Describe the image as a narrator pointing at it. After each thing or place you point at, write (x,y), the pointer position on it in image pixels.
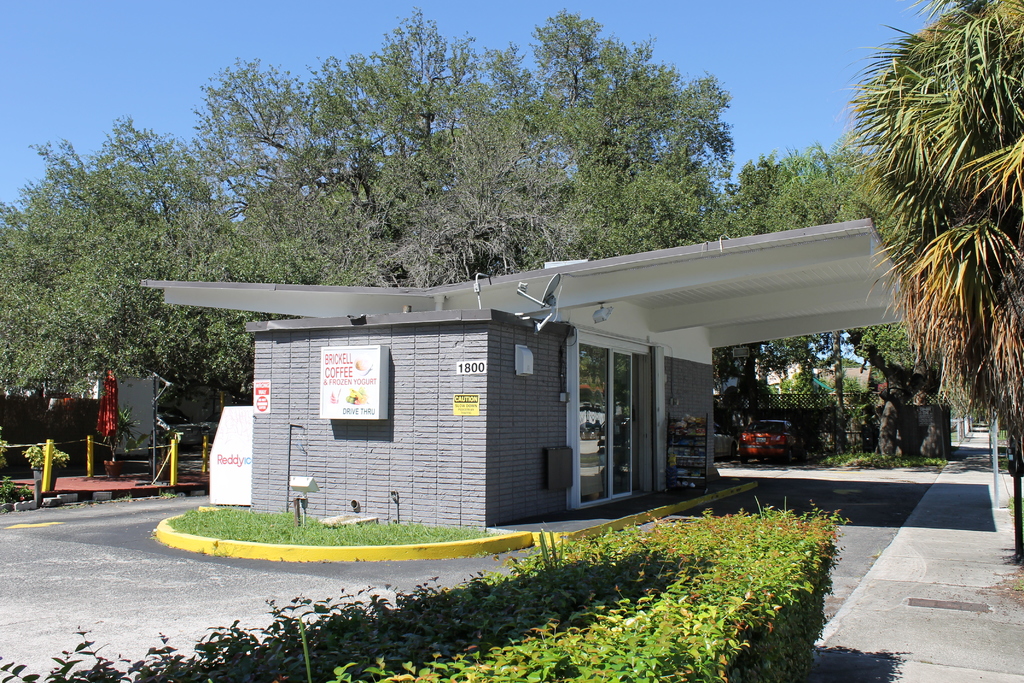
In this image I can see in the middle (509,385) it looks like a store (496,390), at the back side (577,31) there are trees (567,48). At the top (542,18) it is the sky (510,33).
